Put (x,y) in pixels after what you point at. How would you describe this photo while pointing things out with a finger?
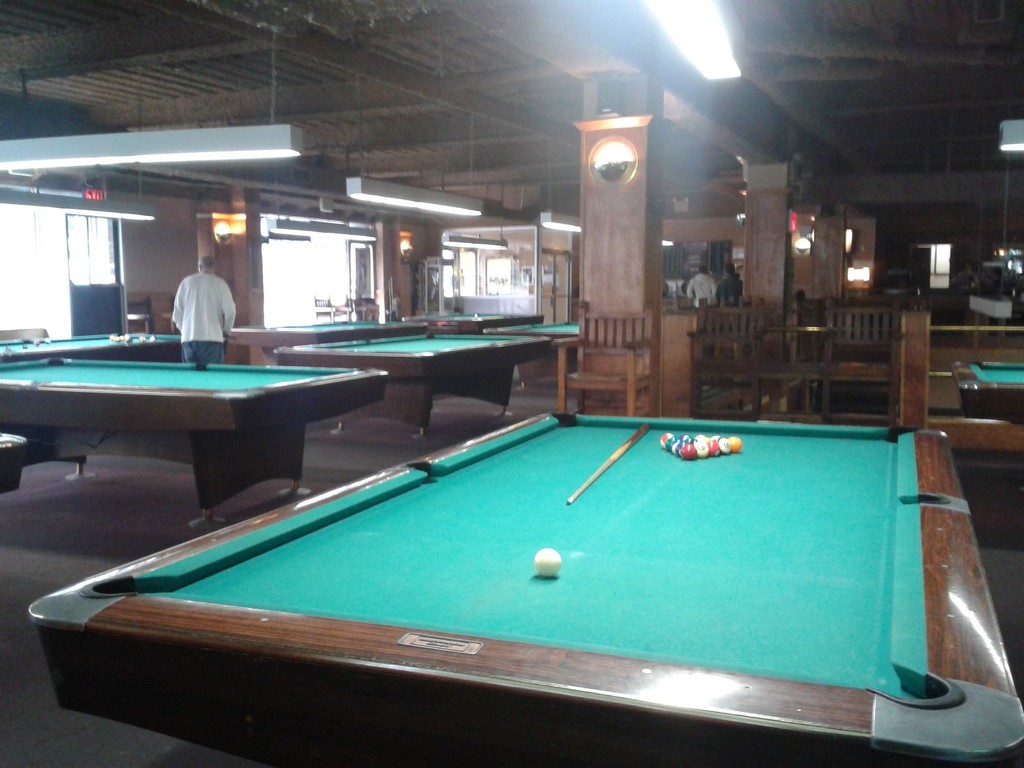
In a room (149,327) a man (213,341) is standing where there are lot of snooker tables (526,460) placed with stick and balls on it. there are so many chairs (633,380) placed on the opposite side of the room (260,274).
